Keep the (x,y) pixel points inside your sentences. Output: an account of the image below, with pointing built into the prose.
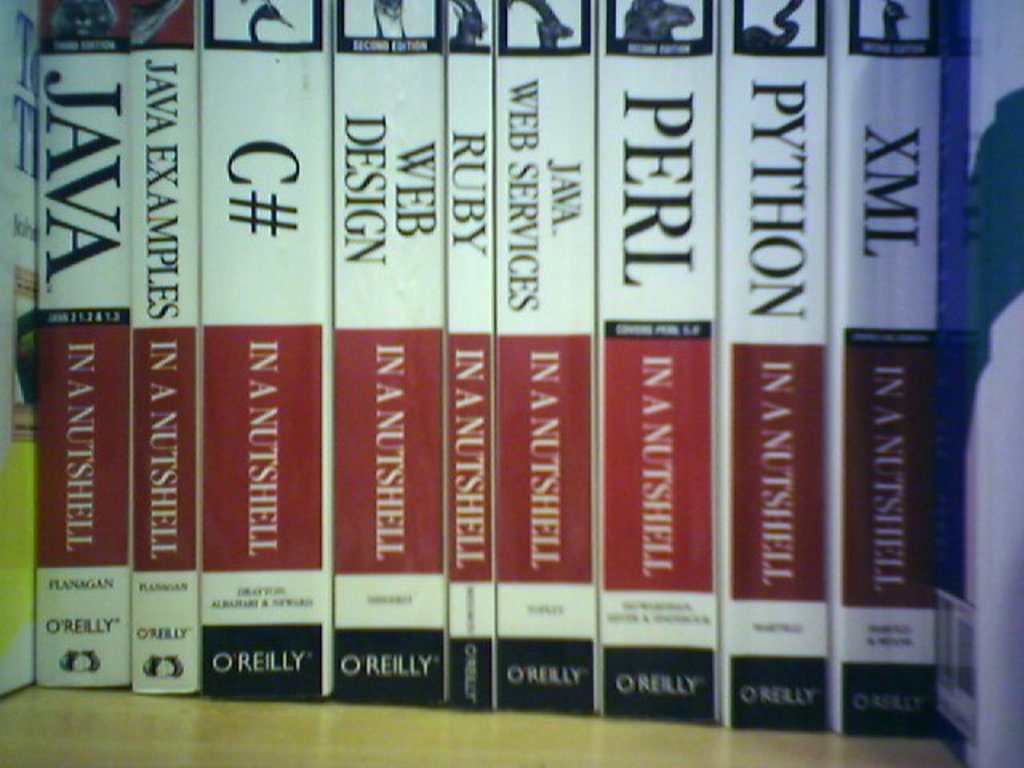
In this image I can see there are many books (413,609) of computer languages in white and red color.
